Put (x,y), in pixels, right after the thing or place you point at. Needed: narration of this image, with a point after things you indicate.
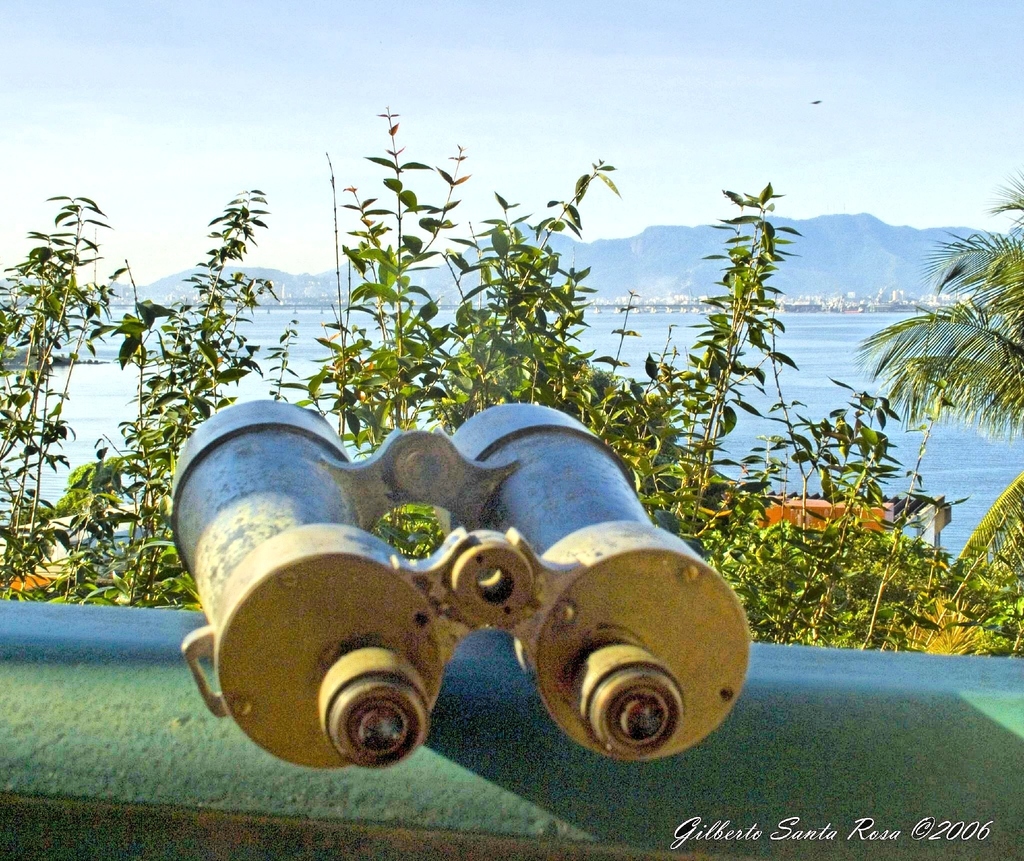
In the image we can see there are binoculars (398,668) kept on the wall (154,694). Behind trees (399,334) and there is an ocean (627,358).
